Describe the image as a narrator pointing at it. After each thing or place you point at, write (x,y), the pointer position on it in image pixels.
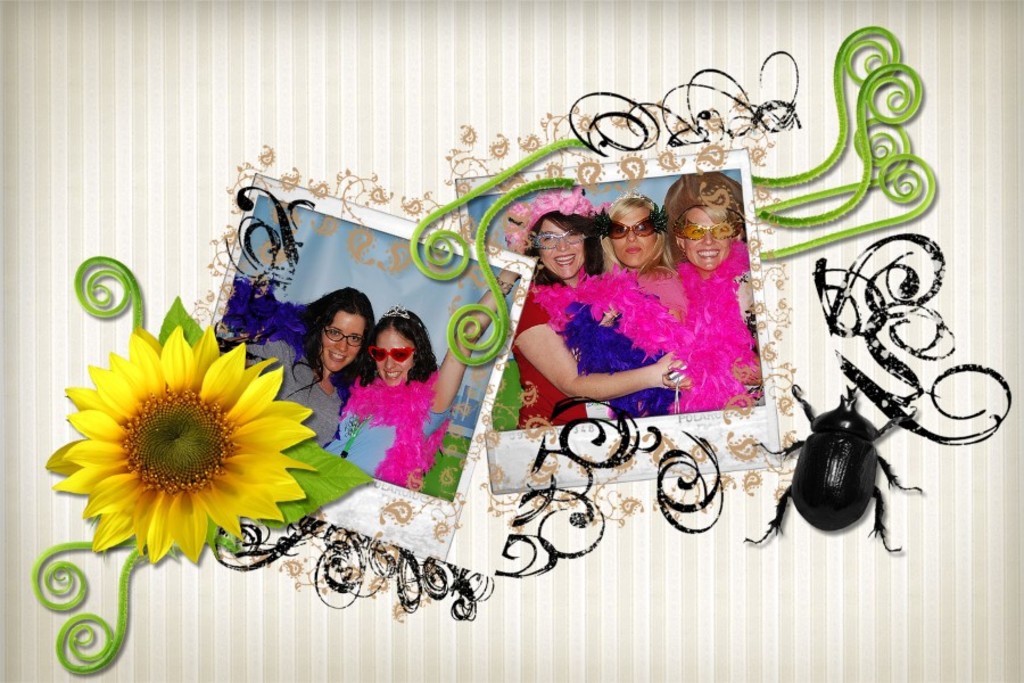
This is an edited picture. In the center of the picture (458,302) there are two photographs (422,299), in the photographs (422,299) there are women (512,284). On the right (839,474) there is an insect (827,436). On the left (181,398) there is a sunflower (170,420). In this picture there is some design (588,130).
